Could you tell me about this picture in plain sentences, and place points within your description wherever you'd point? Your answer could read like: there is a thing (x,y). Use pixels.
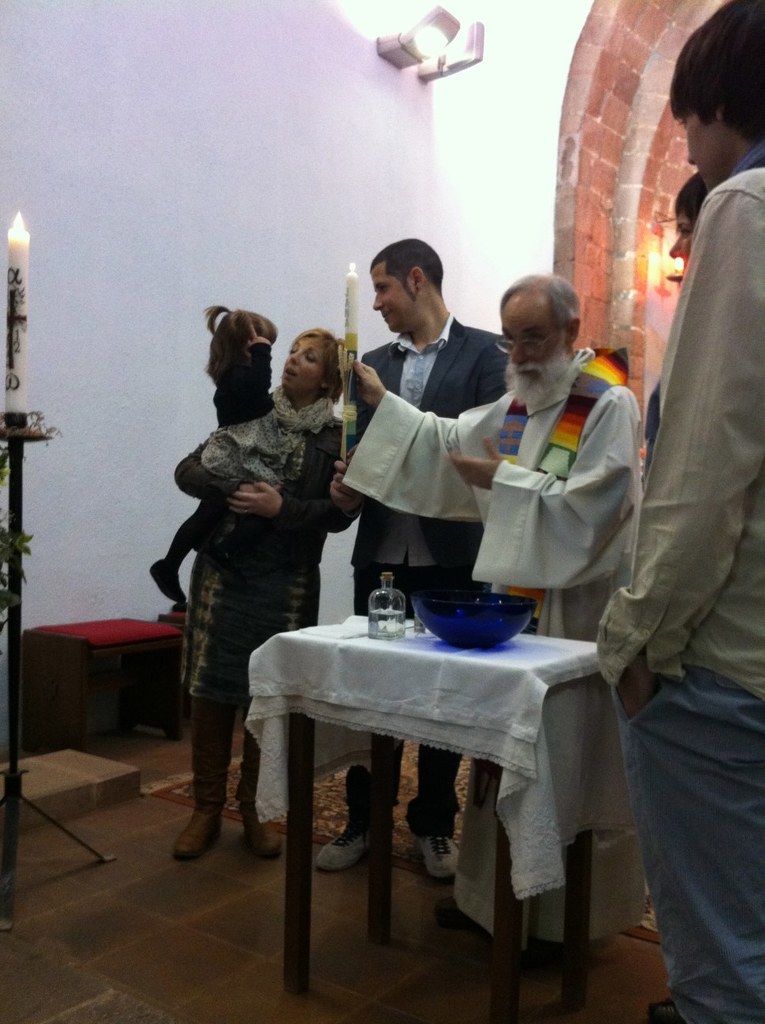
In this image there are some people (506,525) standing on the floor (412,881) and one woman (249,530) is holding the girl (245,407) and some person (443,493) is holding one candle (349,345) in front of the table (486,723) and the table (472,695) contains one bowl (481,629), one bottle (382,625) and one glass (413,622) is there and on the table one white cloth (460,684) is keeping on the table (463,687) behind the person (443,414) one big white wall (308,216) is there and some candles (10,309) also there.
